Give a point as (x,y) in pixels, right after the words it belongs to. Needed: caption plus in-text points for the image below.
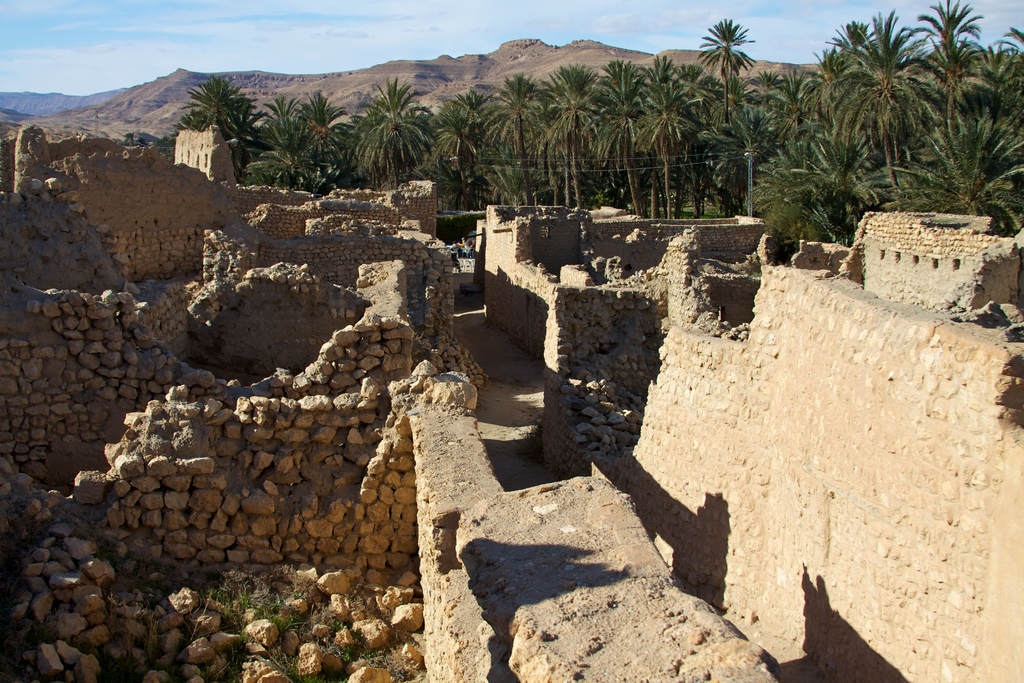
In this picture we can see a few rocks (330,382) and trees (360,187). Sky (472,38) is blue in color and cloudy.
